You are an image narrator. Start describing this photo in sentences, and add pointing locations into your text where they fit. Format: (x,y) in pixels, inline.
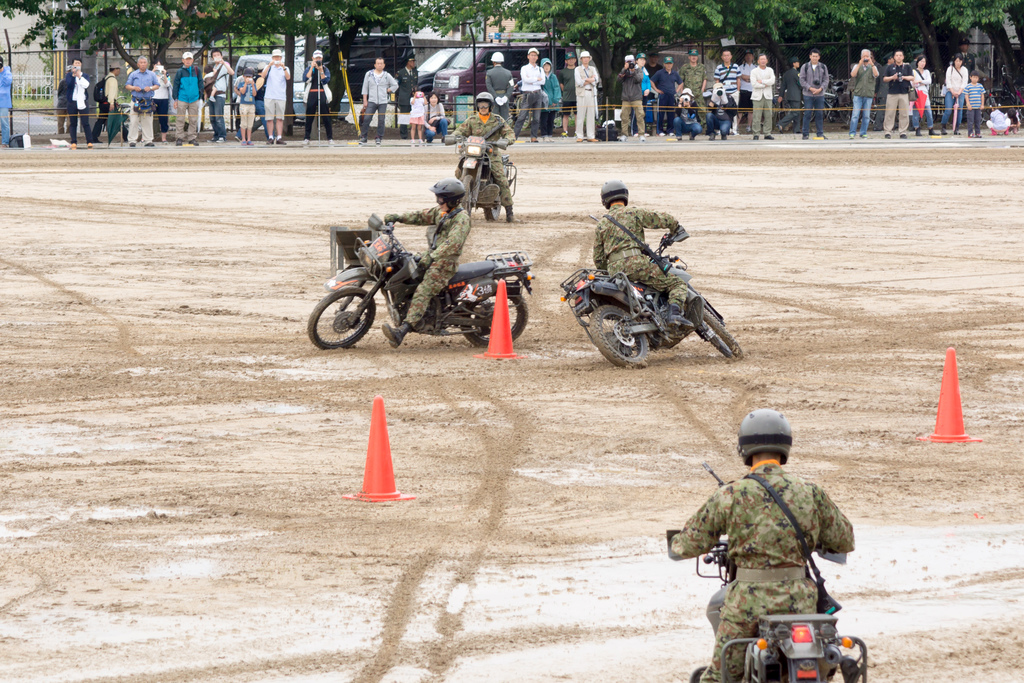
In this image there are people (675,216) riding the bikes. There are traffic cones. Behind them there are people (259,112) standing. In the background of the image (550,51) there is a metal fence (64,63). There are vehicles (512,63), trees (311,20), buildings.
